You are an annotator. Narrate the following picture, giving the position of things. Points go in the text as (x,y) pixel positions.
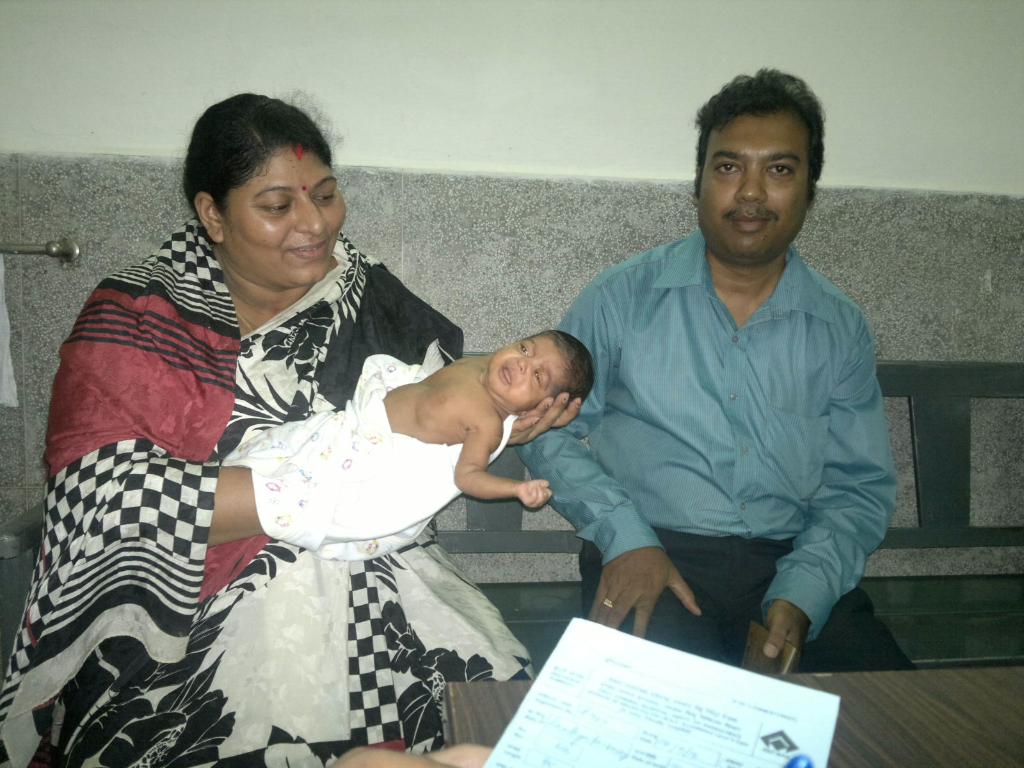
In this image I see a man (704,187) and a woman (410,318) and I see that this woman (191,322) is holding a baby (261,490) and I see that both of them are smiling and I see that both of them are sitting on bench (1016,591) and I see a paper (730,723) over here. In the background (334,16) I see the wall (419,226) and I see a rod (71,244) over here.
